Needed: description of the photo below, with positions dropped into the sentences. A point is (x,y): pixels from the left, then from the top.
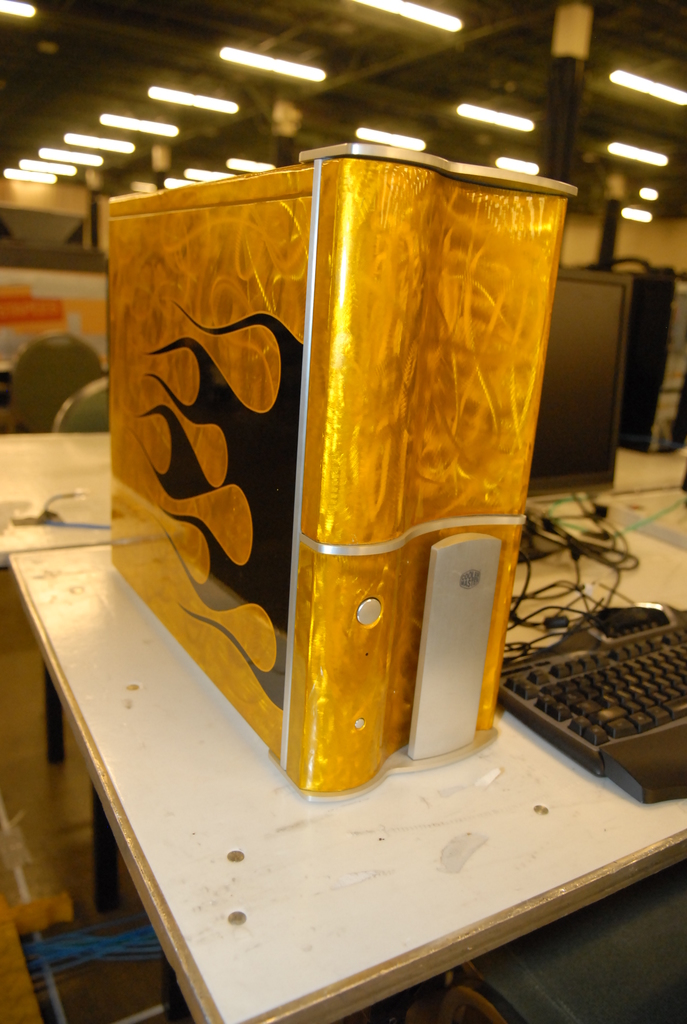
This is the table (258,884) with a gold color object (435,398), keyboard (626,669), monitor (581,403). I think this is the CPU (119,455). These are the lights (94,142) attached to the rooftop (348,132).
